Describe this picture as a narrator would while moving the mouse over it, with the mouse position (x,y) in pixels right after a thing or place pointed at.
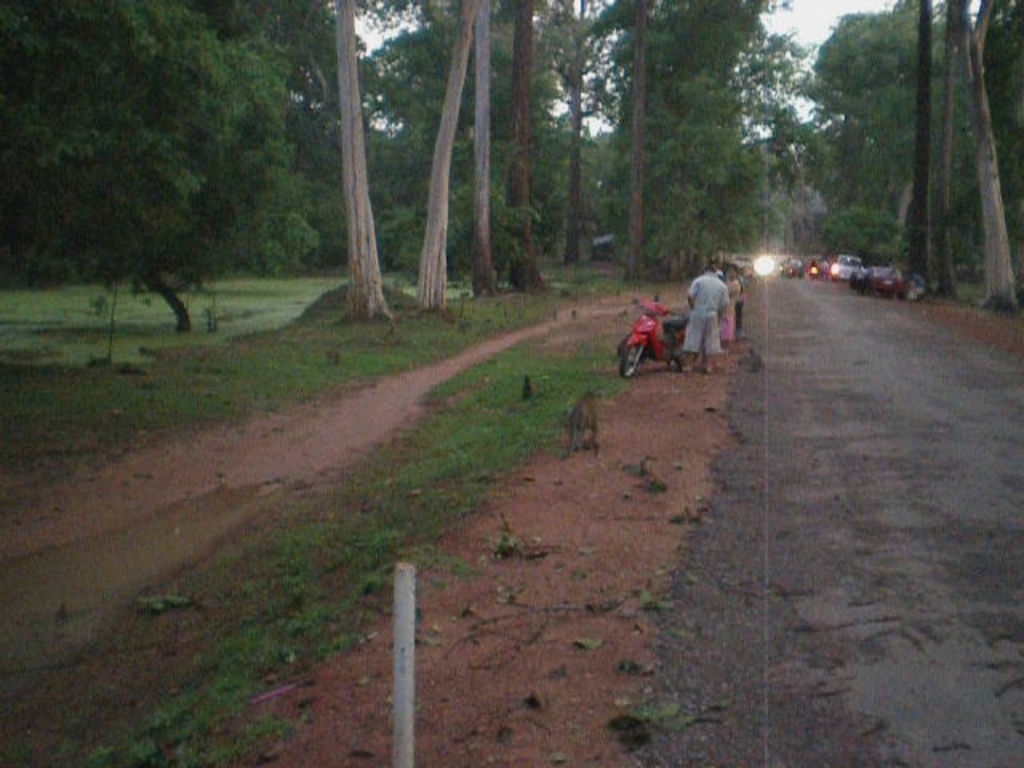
In this image I can see vehicles (872,269) on the road (905,515). I can see some people (739,288). On left (191,216) and right side (850,154), I can see the trees (475,215).
